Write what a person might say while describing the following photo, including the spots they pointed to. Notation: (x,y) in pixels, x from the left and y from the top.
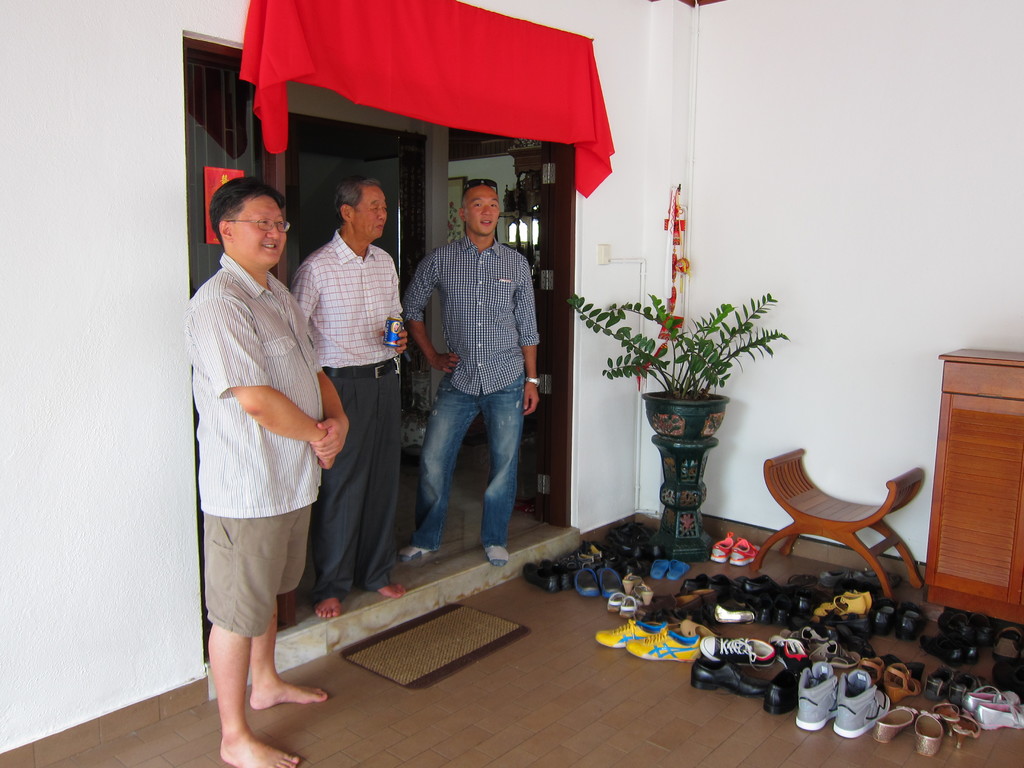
There are 3 men (353,376) on the left (333,522) standing. On the right (784,532) there is a chair (838,528), table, house plant (707,374) and few pair of shoes (689,626).
